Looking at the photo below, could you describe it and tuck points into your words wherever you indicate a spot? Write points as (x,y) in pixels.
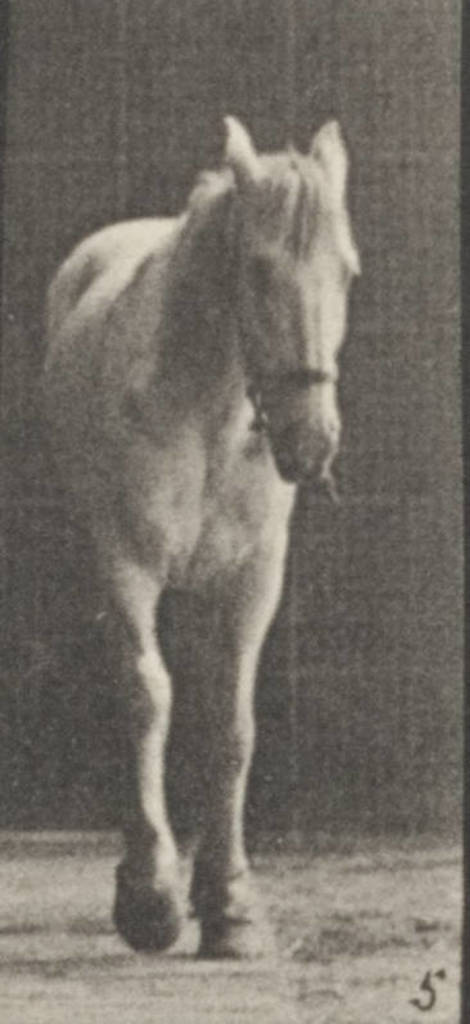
In this image we can see black and white picture of a horse (301,237) on the ground (267,989).
